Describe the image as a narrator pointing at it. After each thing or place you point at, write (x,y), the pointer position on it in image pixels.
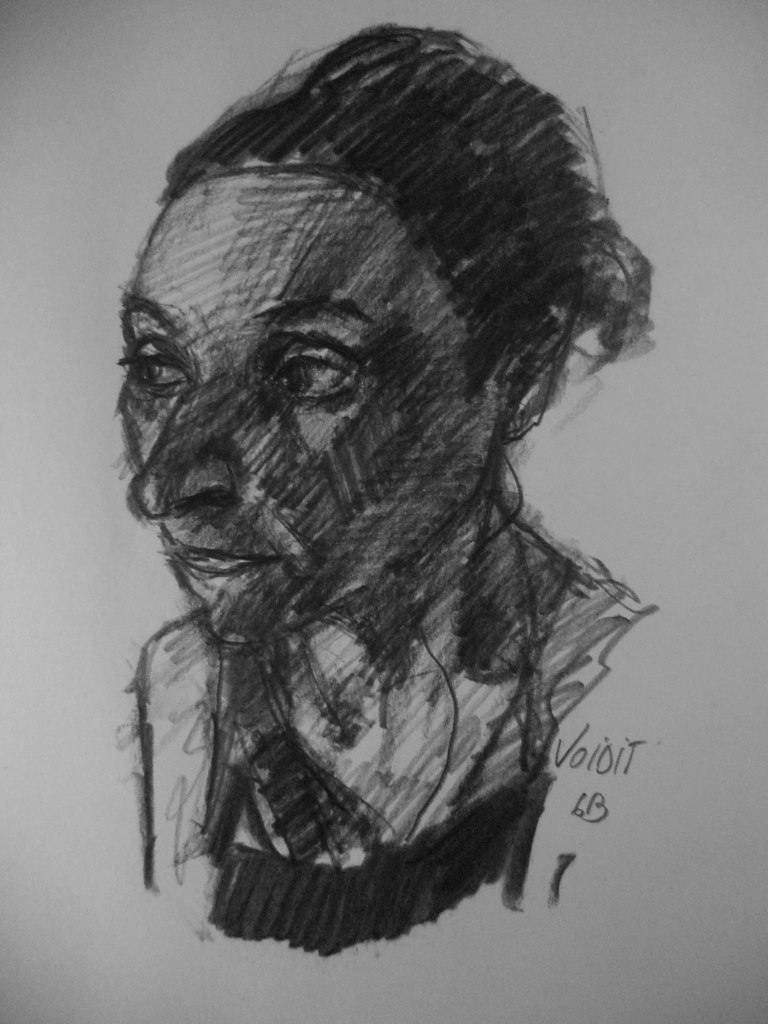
In the image there is a sketch (298,549) of a person (246,268) and beside the sketch (512,704) there is some text (591,759).
